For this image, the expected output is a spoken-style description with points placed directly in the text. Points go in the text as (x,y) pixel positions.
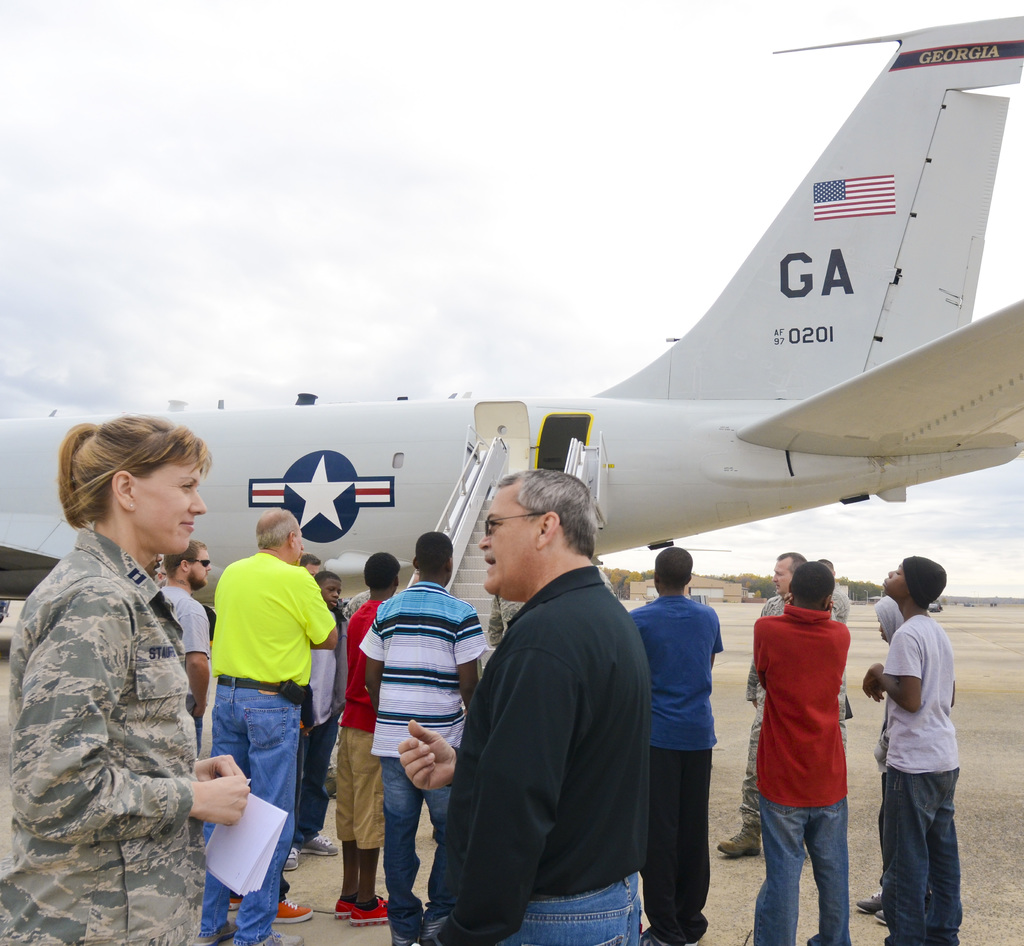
In this picture I can see there are few people (309,617) standing and there is a air plane (520,445) and there are stairs (481,587) attached and there is a flag (844,219) and serial number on the air plane (845,354). There are few trees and the sky (394,286) is cloudy.
